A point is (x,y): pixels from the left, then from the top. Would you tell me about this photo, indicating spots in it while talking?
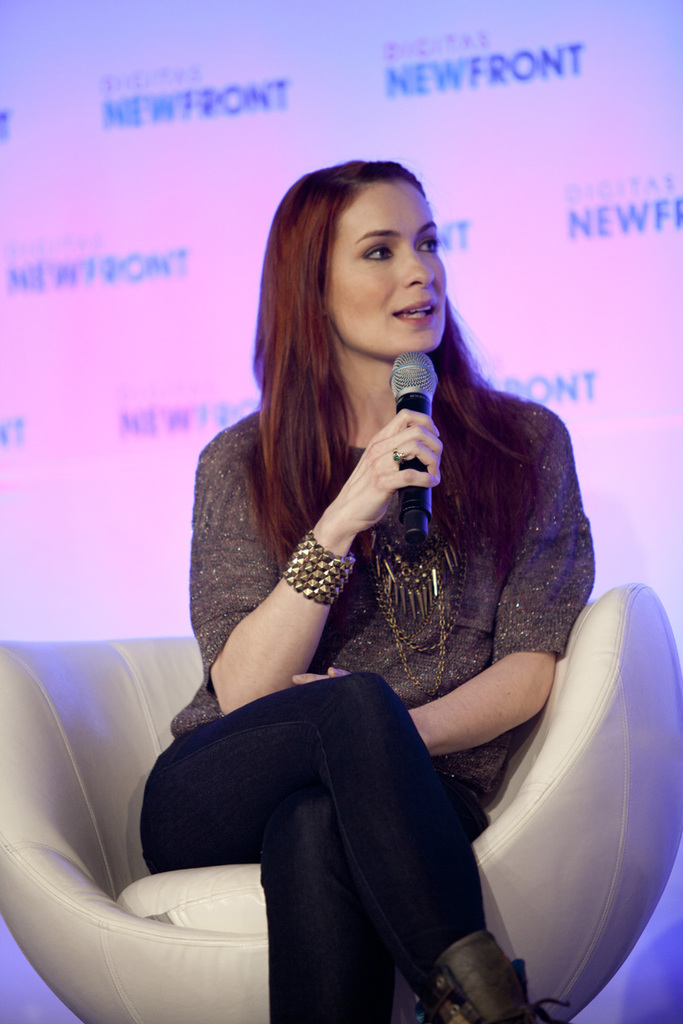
In this picture i could see a lady (370,743) sitting on the white colored chair (129,903), she is dressed in black pant (309,736) and brown shirt (237,514). In the background (254,124) there is some text (184,100) written on the banner (475,95) she is holding a mic (420,514) in her right hand (363,501).
